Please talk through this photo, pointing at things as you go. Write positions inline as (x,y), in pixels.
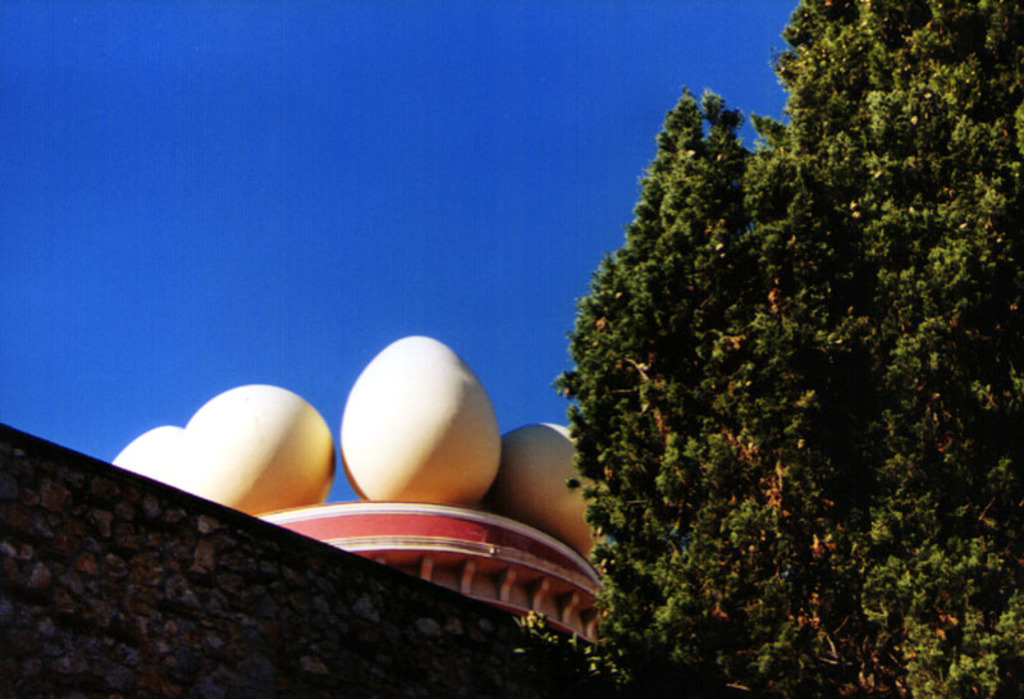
In this image we can see the rock wall (118,632). There is a building (497,550) in the image. There is a tree (792,306) in the image. We can see the sky (407,153) in the image.
